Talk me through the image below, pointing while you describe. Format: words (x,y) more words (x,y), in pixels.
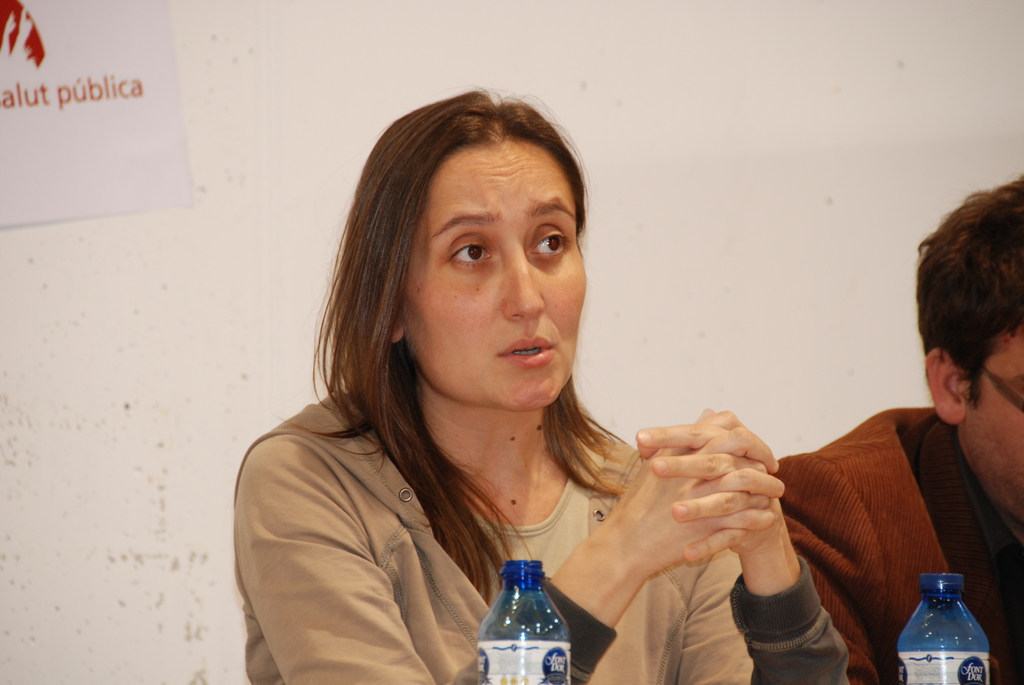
In this picture we can see a woman (279,657). These are the bottles (546,646). On the background (735,167) there is a wall (780,142).
